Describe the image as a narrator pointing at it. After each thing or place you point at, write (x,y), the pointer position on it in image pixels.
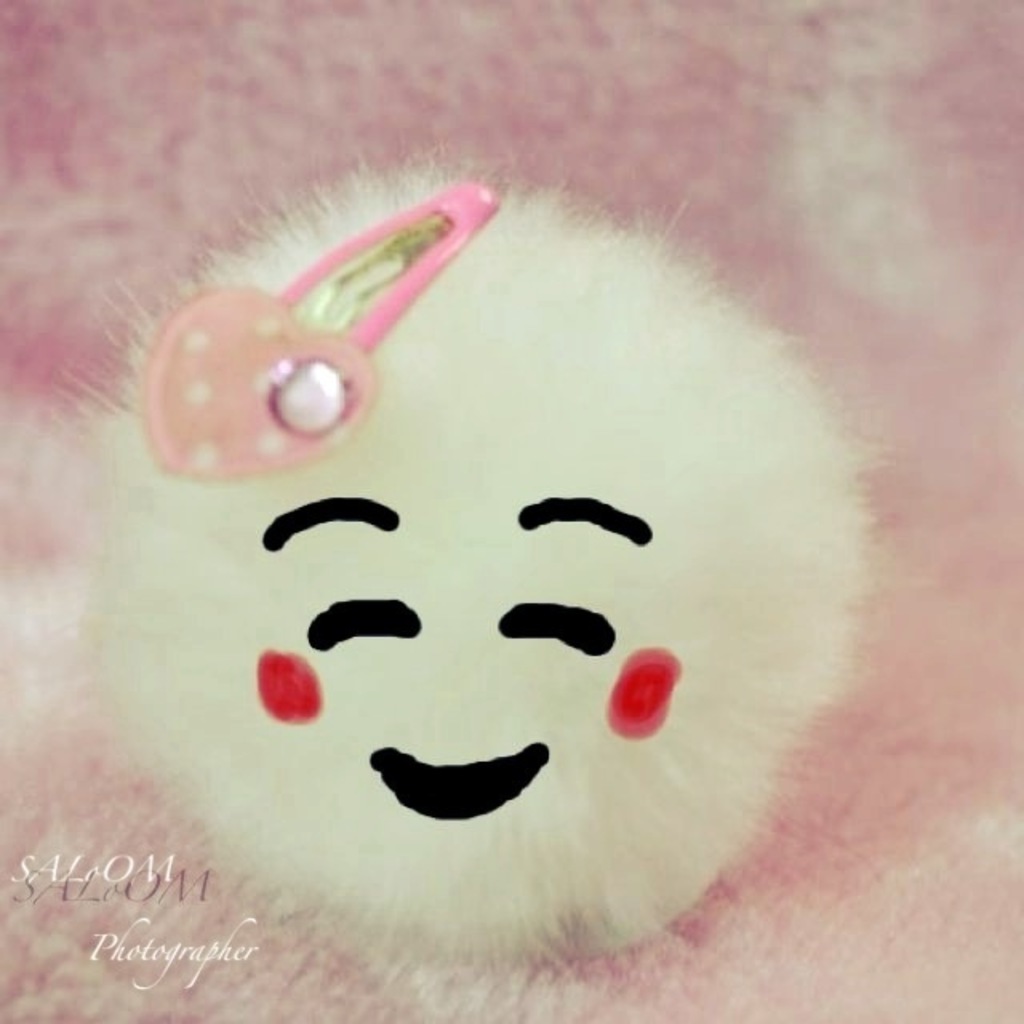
In this image I can see the toy (467,496) which is in white color and I can see the hair clip (277,385) to the toy (480,358) which is in pink color. It is on the pink color surface (938,650).
